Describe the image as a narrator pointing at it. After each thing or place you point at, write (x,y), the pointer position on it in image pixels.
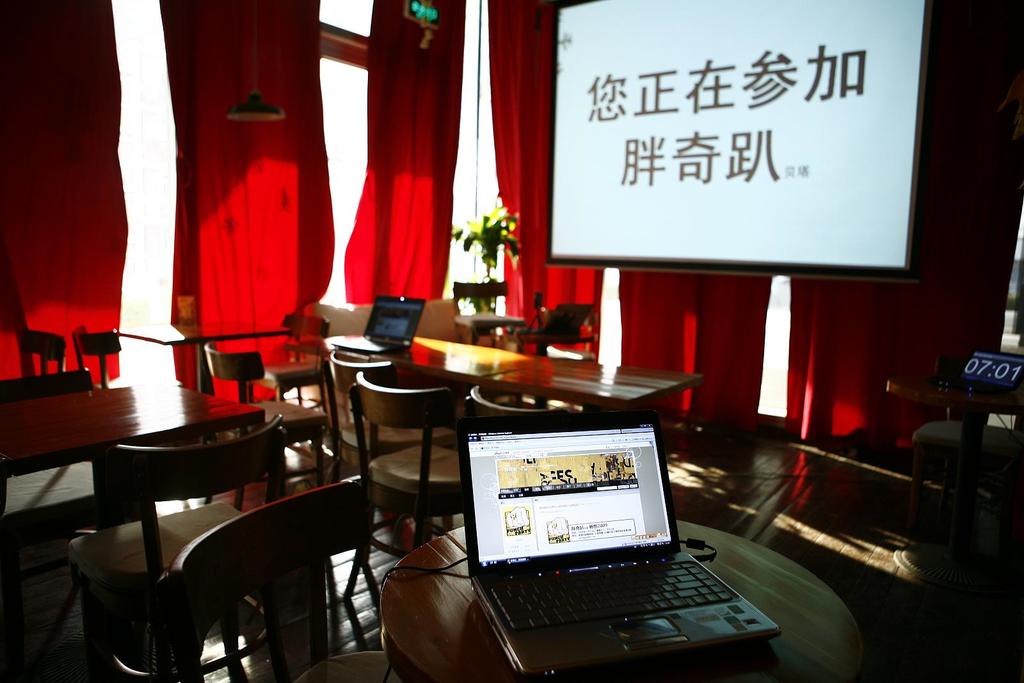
It is a cafe (557,376), there are tables (462,369) and chairs (272,406) there are three laptops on the tables (456,628) there is a projector (612,153), something is written on the projector (737,190) in chinese, in the background (350,134) there are windows (350,134) and red color curtains (70,190).
